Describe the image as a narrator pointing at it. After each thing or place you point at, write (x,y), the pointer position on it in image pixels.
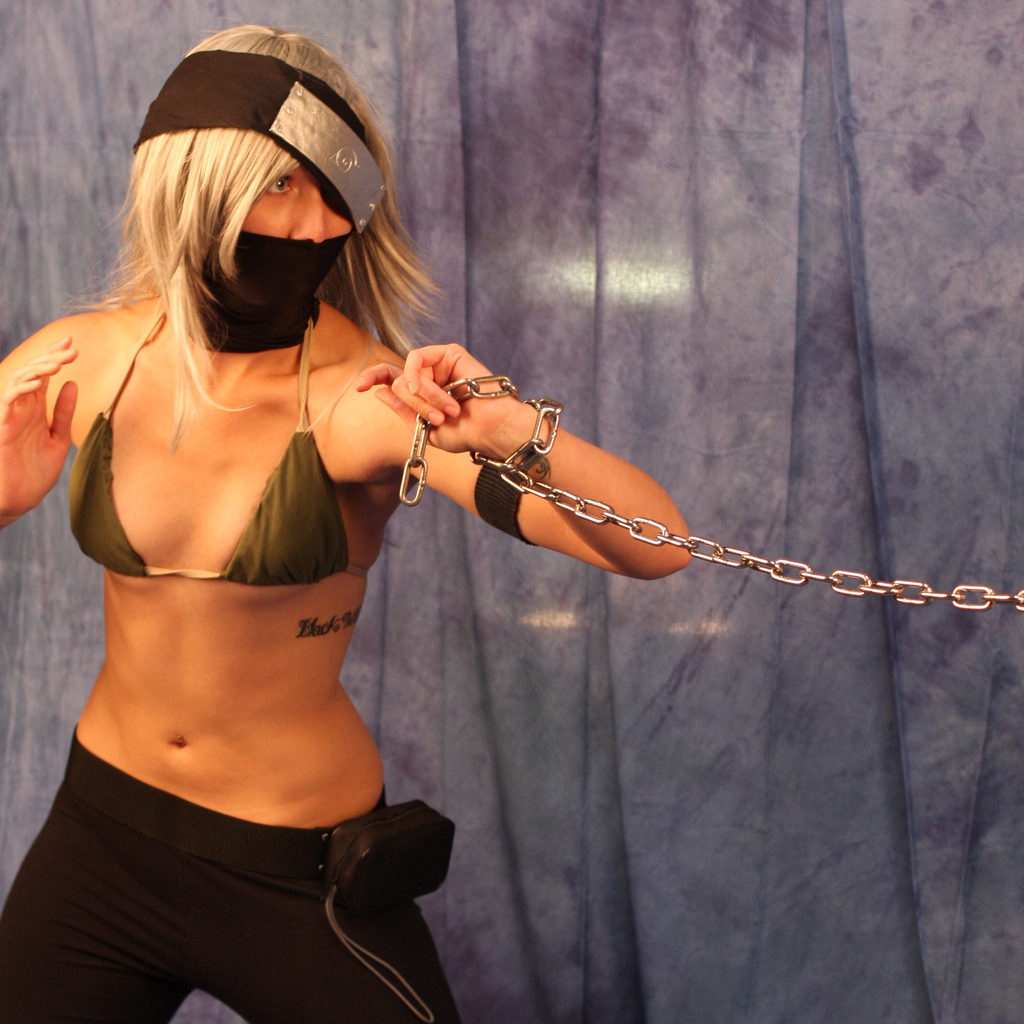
In this image we can see a person/woman (202,345) standing and wearing a mask (320,251). And we can see the metal chain (796,562).
